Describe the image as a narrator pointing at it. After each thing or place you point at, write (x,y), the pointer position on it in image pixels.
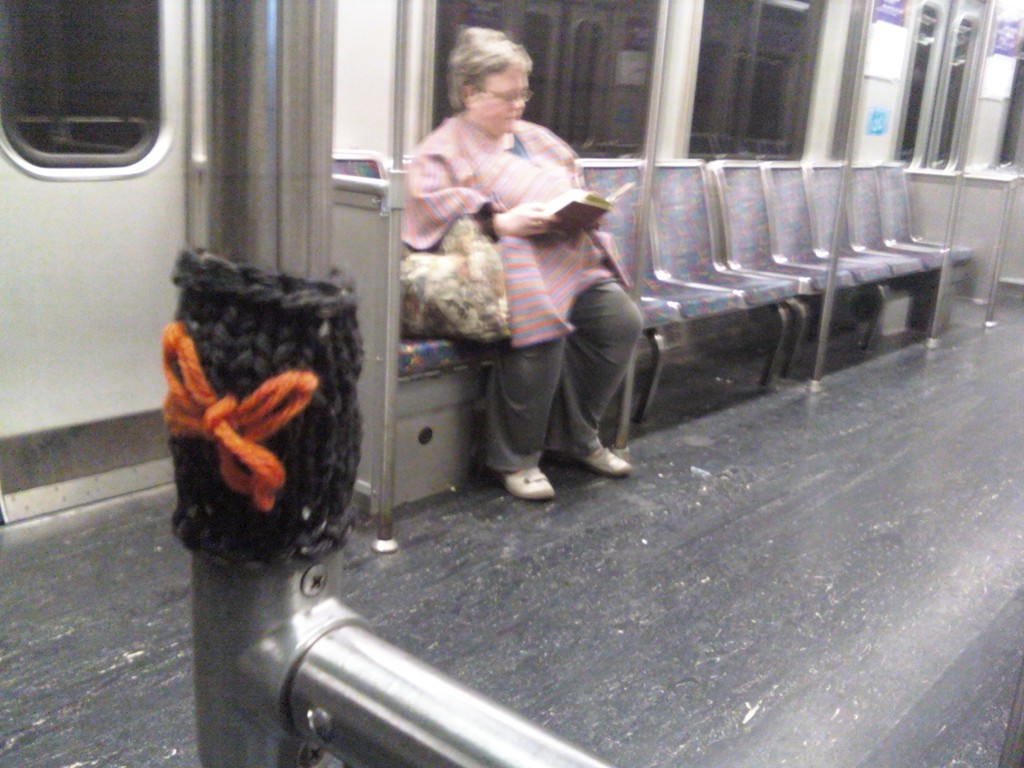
In this picture there is interior (817,529) of a train (765,468) and there is a woman (523,193) sitting in a chair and holding a book (561,209) in her hand (510,211) and there are few empty chairs (738,201) and poles (960,166) beside her.
